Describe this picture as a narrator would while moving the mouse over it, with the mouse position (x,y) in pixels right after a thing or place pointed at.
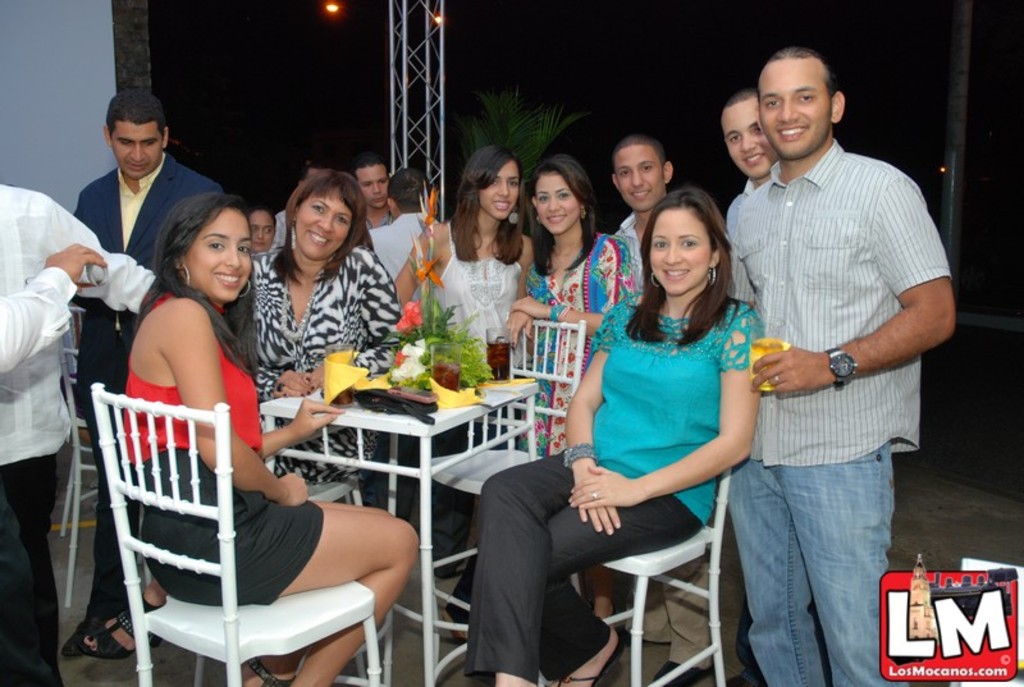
This picture shows a group of people (321,228) standing and few are seated on the chairs (477,461) and we see a flower vase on the table (278,406) and we see a man (811,367) holding a glass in his hand (803,377) and we see some plants (484,120).
